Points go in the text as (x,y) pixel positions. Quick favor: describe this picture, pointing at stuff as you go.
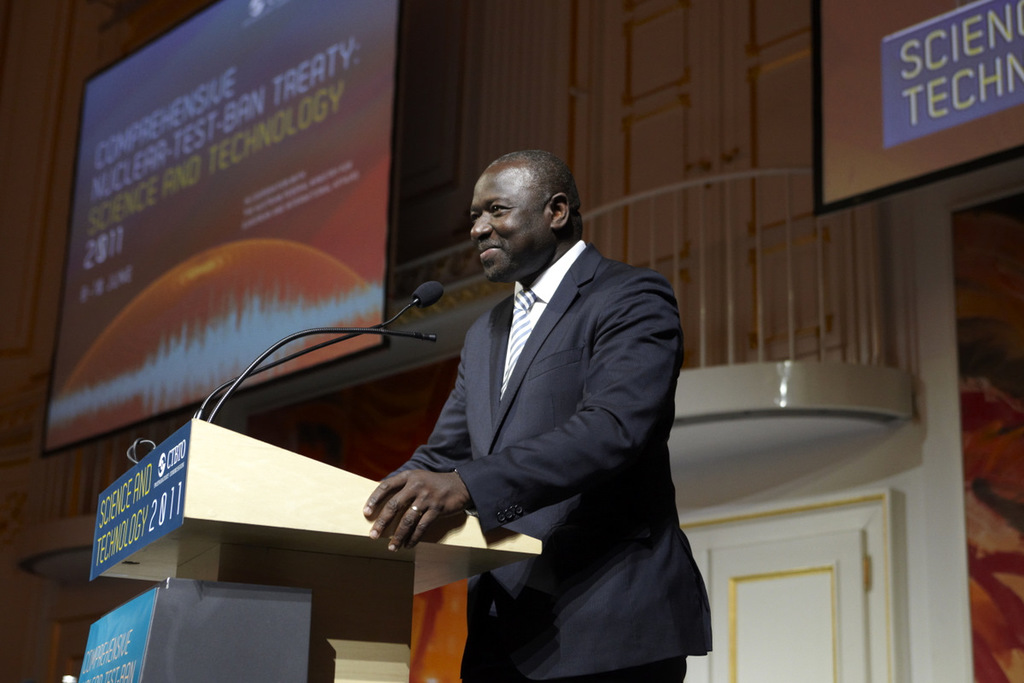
In this image we can see a person (520,363) standing in front of the podium (350,481), on the podium (198,527), we can see a mic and a board (142,490) with some text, also we can see the screens (391,163).
